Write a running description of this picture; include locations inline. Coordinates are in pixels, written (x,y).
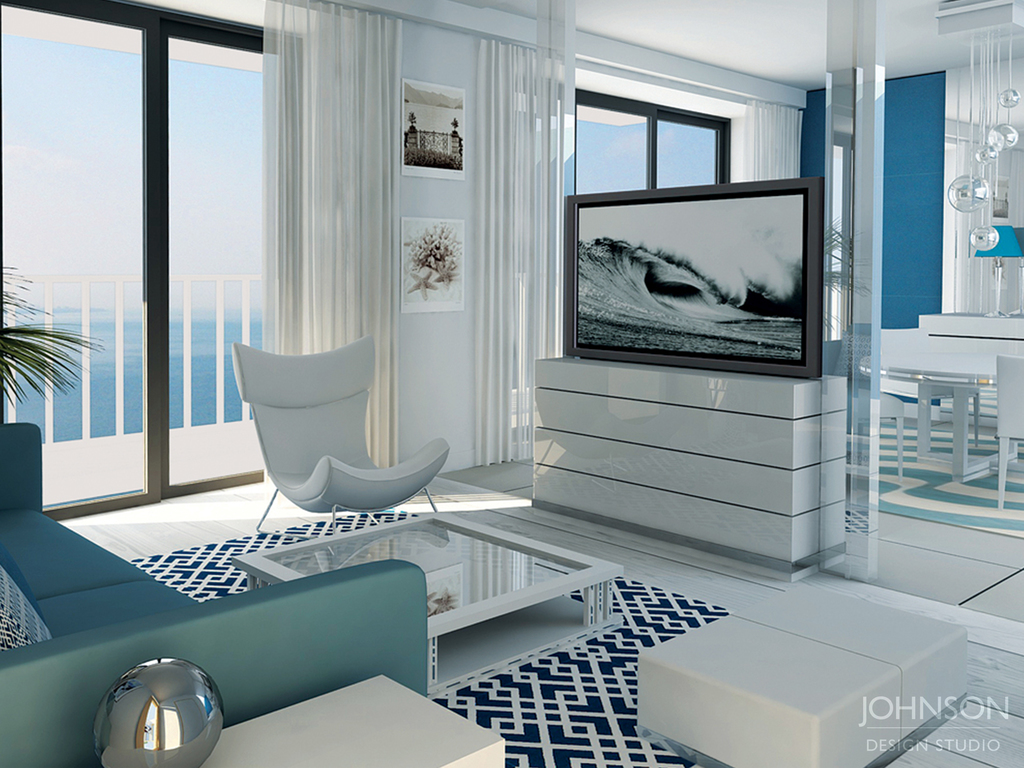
this is a image consist of an inside of a room (764,417), on the left side (83,552) i can see a sofa set (71,572), on the middle (363,457) i can see a chair (358,455), on the right side (720,265) i can see a table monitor (703,266) and there are photo frames (426,125) attached to the wall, on the left (194,226) i can see a fence (189,313) and there is a sky (62,170) visible and there is a leaf (25,337) on the left side (22,351).
